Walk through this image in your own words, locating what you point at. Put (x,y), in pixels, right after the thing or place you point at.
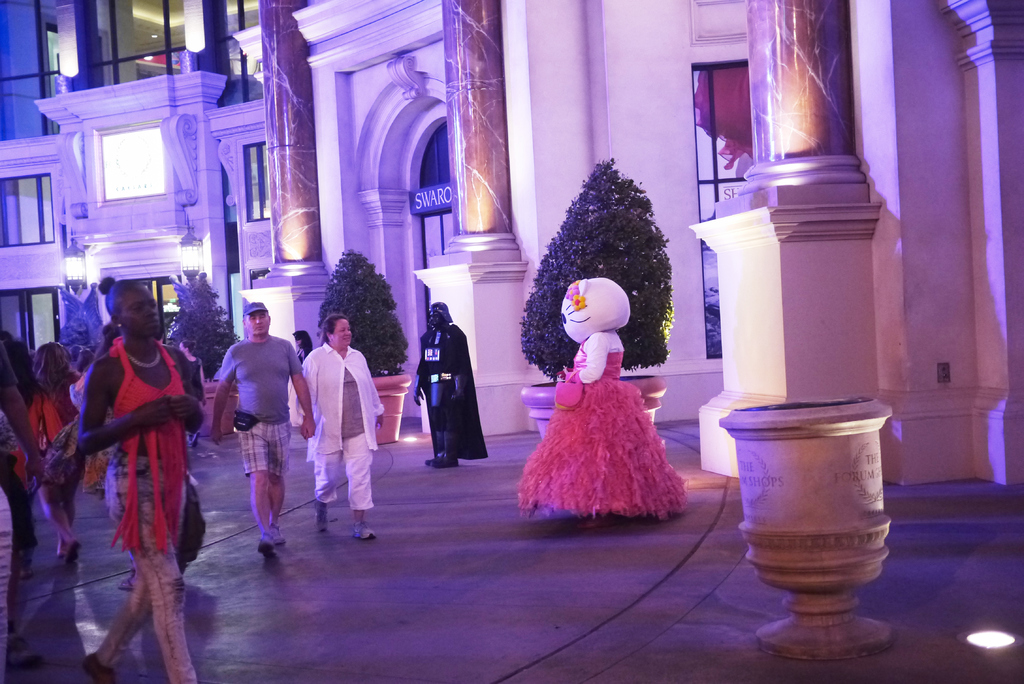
On the left (155,399) there are few persons (169,359) walking on the road (311,556) and there are mascots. In the background (388,264) there is a building (192,178), glass doors (84,44), poles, lights (70,281), pillars (756,168), house plants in pots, poster (728,190) on the wall (14,158) and lights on the floor (551,566).
